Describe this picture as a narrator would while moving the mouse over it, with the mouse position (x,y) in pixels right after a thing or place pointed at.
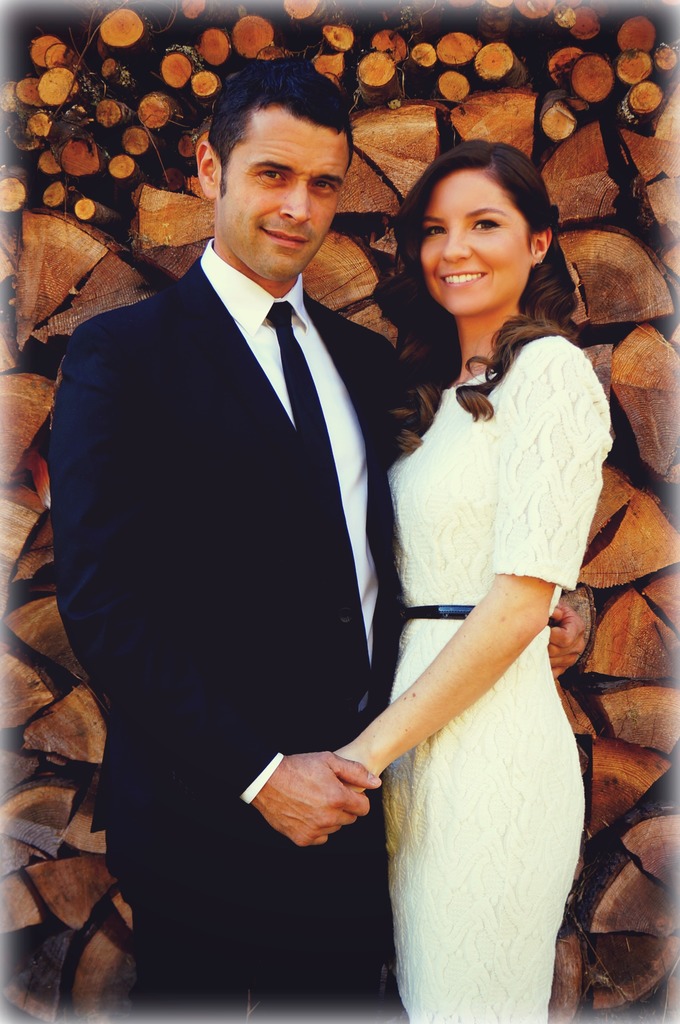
In this image I can see two persons (353,570) standing, the person (512,547) at right (512,668) is wearing white color dress (430,775) and the person (270,657) at left (155,606) is wearing black blazer (179,420), white shirt (263,316) and I can see the brown color background (9,525).
